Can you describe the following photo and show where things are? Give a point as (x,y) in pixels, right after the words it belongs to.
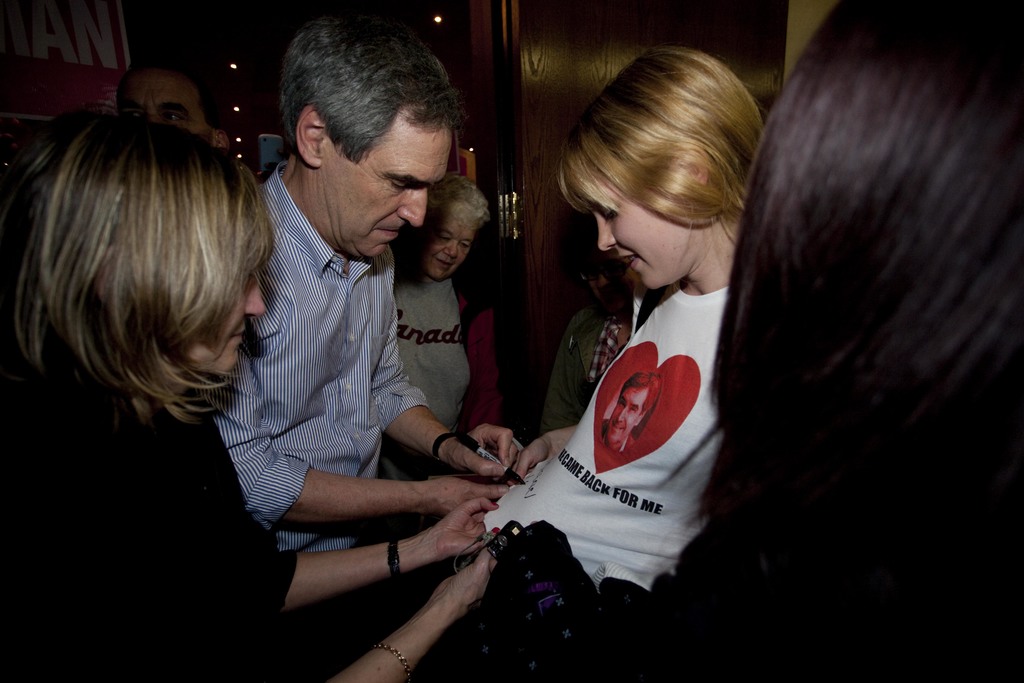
In the image there are few people (501,513) and among them a person (317,311) is writing something on the shirt (632,418) of a girl (659,332).
